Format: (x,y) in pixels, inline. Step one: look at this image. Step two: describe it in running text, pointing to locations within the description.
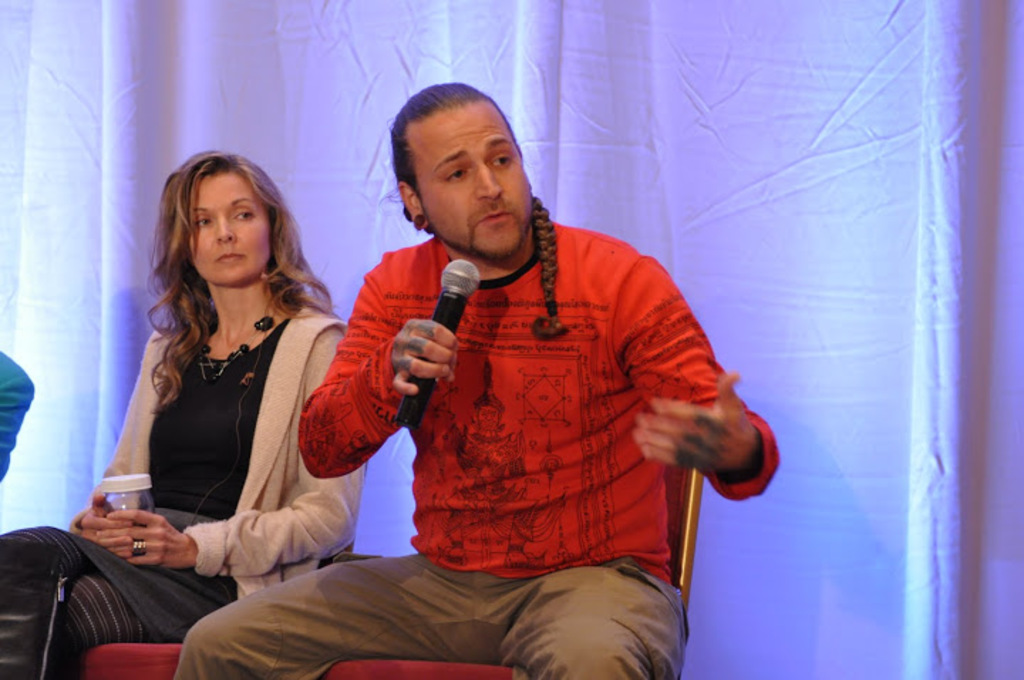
In the image two persons (584,310) are sitting and holding a microphone (465,296) and glass (115,509). Behind them there is a cloth (30,305).
